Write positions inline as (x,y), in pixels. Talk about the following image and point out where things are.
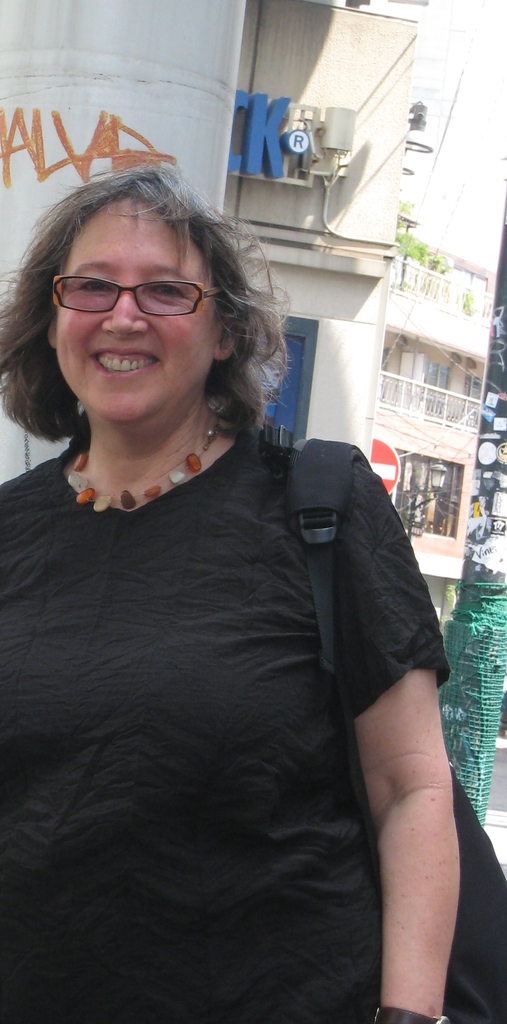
In this picture we can see a woman (177,598), she is smiling, and she wore a bag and spectacles (163,312), in the background (295,272) we can see few buildings (350,317) and plants (440,272).
